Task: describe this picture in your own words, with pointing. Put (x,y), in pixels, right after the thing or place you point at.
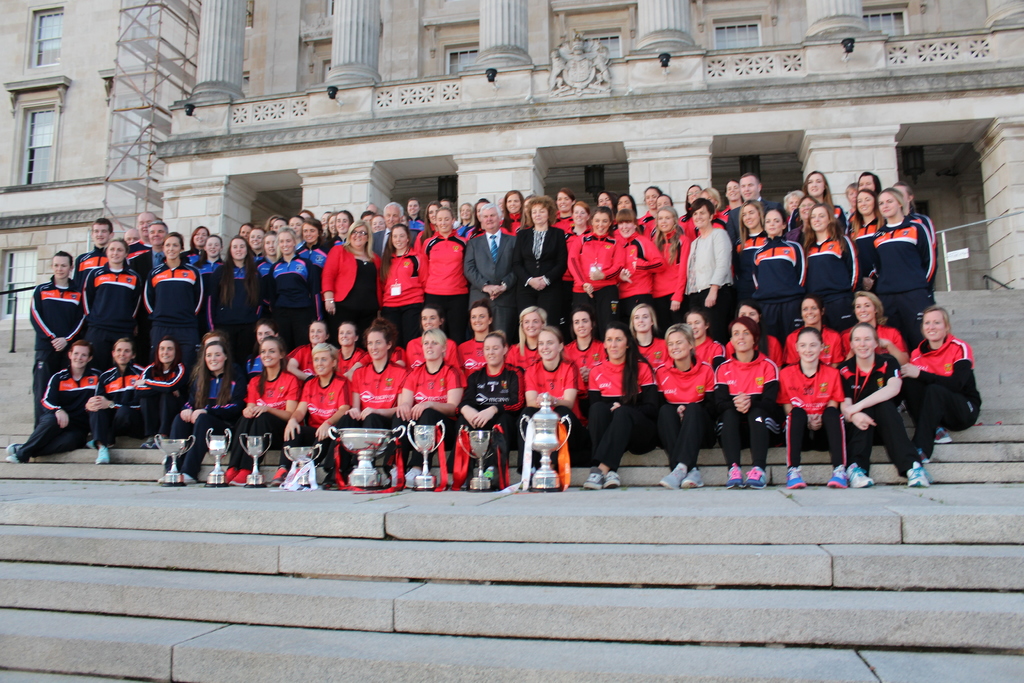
In this image I can see group of people (732,419) some are sitting and some are standing, in front (744,410) few people (275,389) are wearing black and red color jersey (696,389) and at the back (189,251) few people (142,279) are wearing black and blue color jersey (251,371). I can also see few trophies (478,443), background (608,145) I can see few buildings (443,155) in cream color.
